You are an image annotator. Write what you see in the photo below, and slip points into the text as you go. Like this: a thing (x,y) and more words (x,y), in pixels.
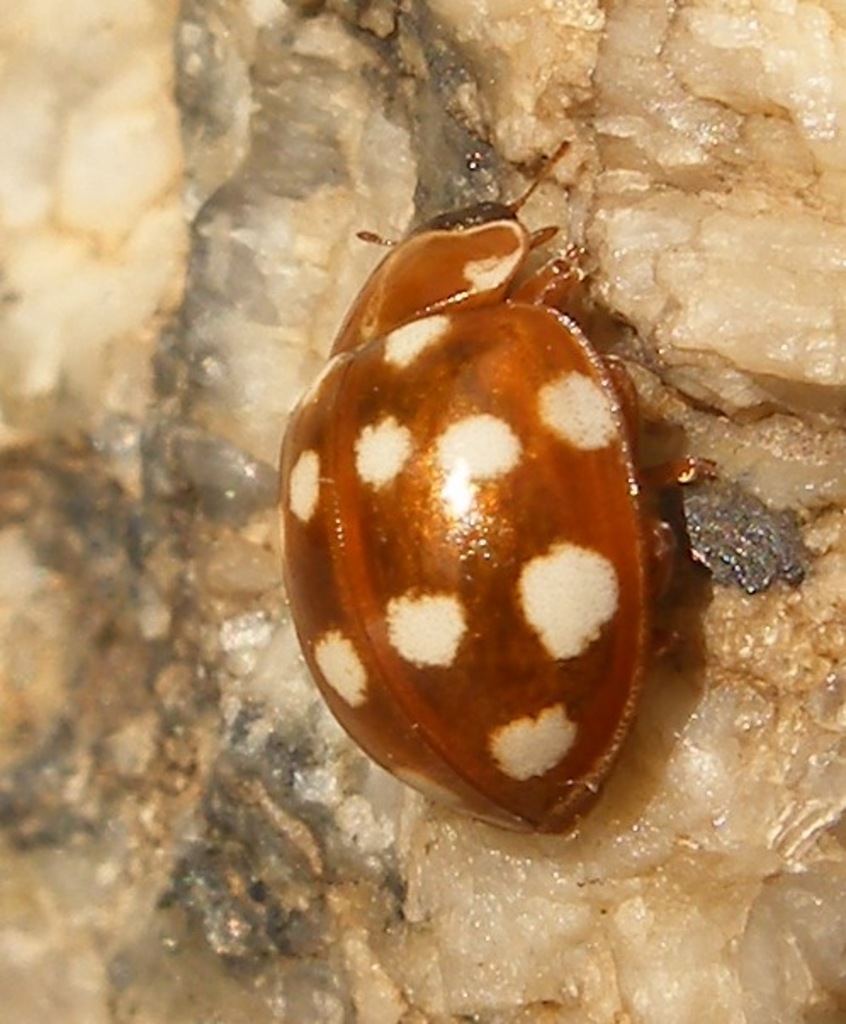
In the center of the picture (504,466) there is a beetle (426,453), on a stone (380,228).
